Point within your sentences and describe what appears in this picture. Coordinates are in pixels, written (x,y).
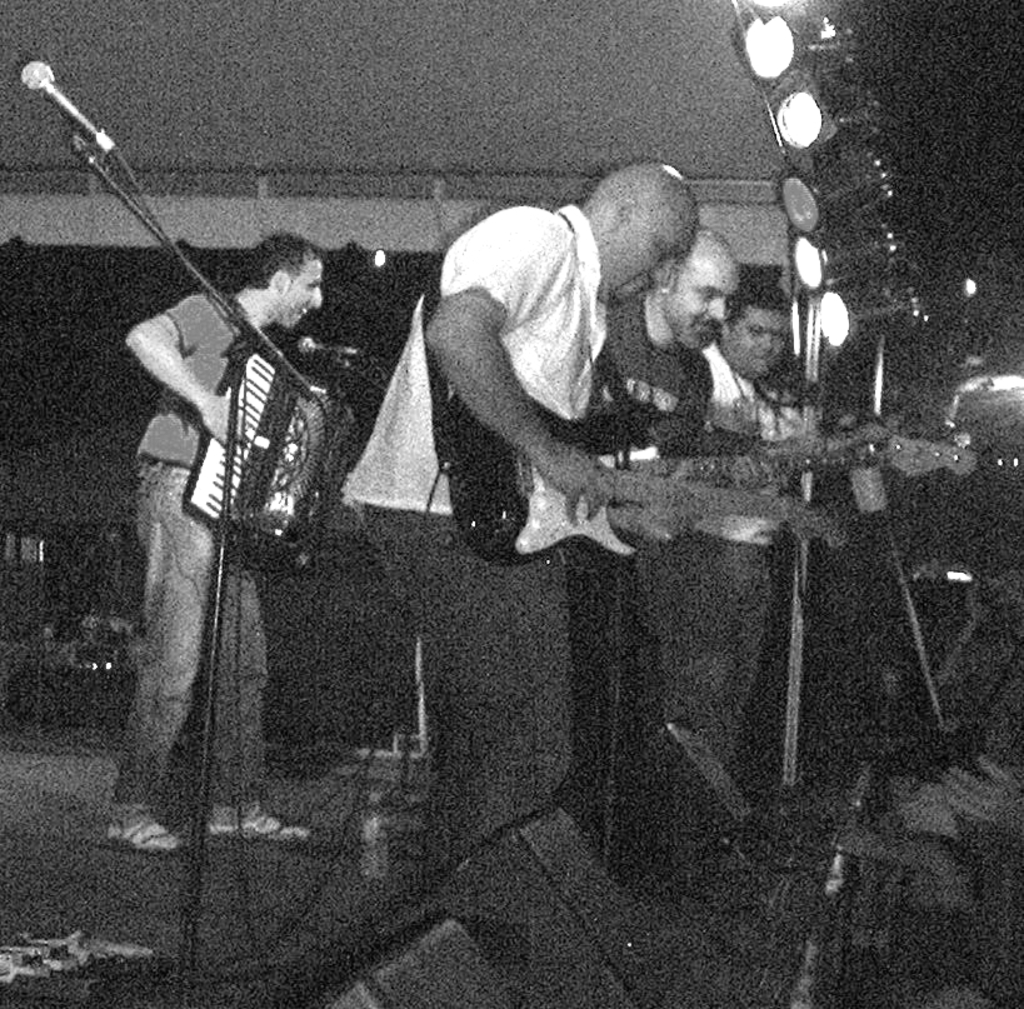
In this image there are group of people (732,627) standing in front of the mike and playing guitar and singing a song. A roof top (637,62) is ash in color on which lights (757,48) are mounted. In the left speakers (639,928) and musical instruments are kept. This image is taken in a concert during night time.
